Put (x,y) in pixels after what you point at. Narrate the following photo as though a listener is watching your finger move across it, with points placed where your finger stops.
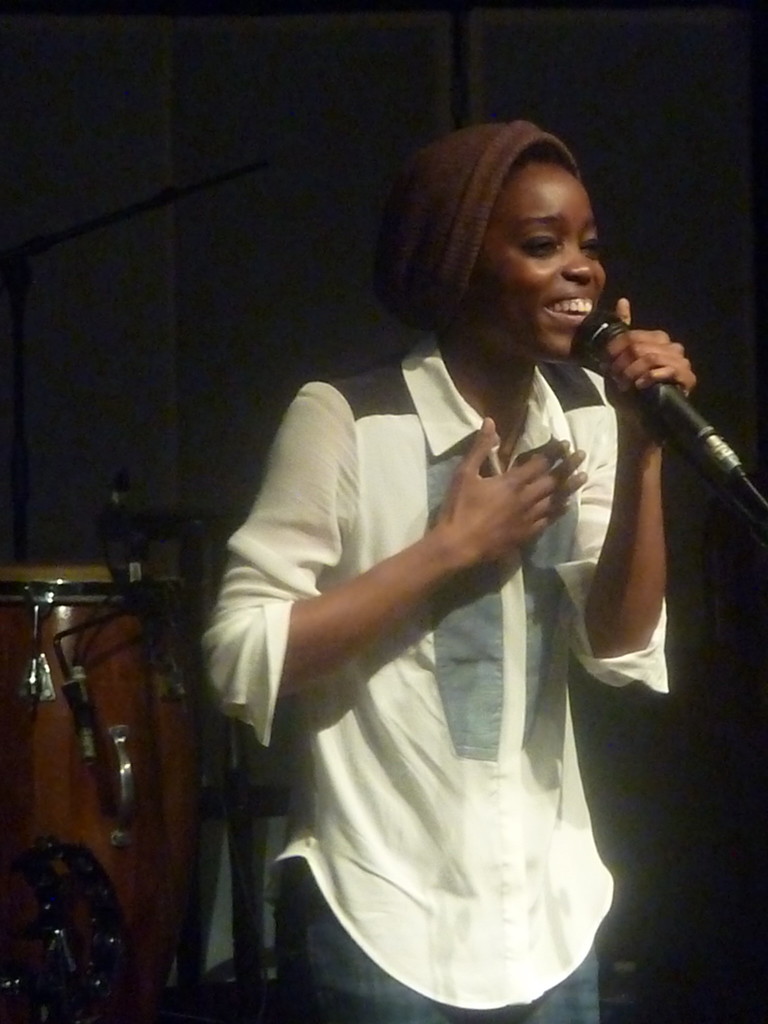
This woman (452,589) is holding a mic (672,388) and wearing cap (469,254). Backside of this woman (237,651) there is a musical instrument (37,661).
